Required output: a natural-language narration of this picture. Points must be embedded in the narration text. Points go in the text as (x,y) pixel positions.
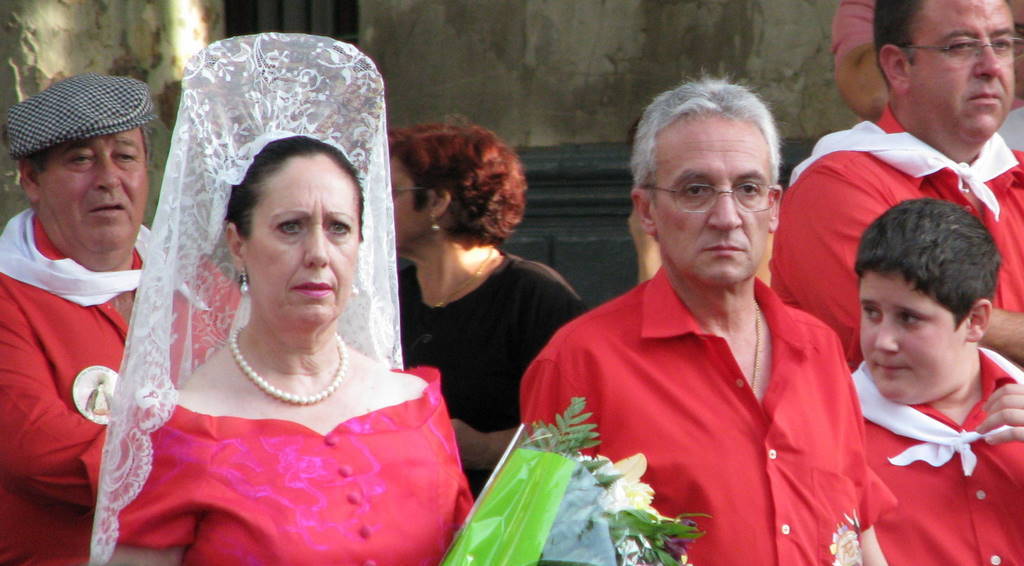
In this picture I can see group of people (739,115) standing. I can see a flower bouquet (643,545), and in the background (571,88) there is a wall (507,20).
